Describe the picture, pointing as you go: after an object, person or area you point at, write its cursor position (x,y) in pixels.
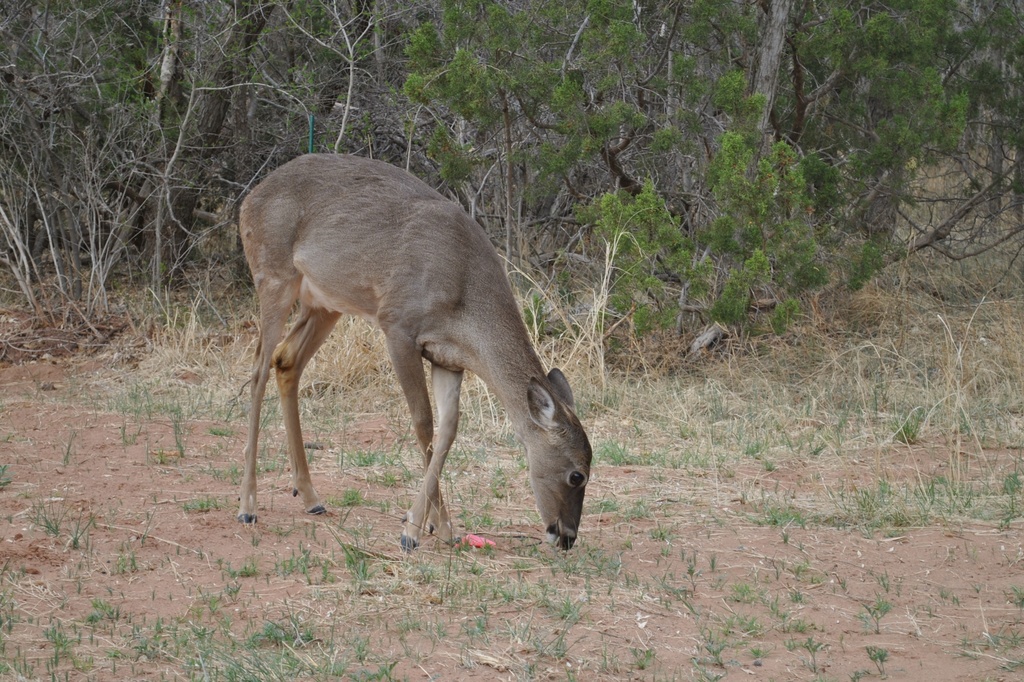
In this image, we can see a deer (412,373) on the ground (421,617). Here we can see grass (728,495). Background there are few plants (24,258) and trees (480,209).
